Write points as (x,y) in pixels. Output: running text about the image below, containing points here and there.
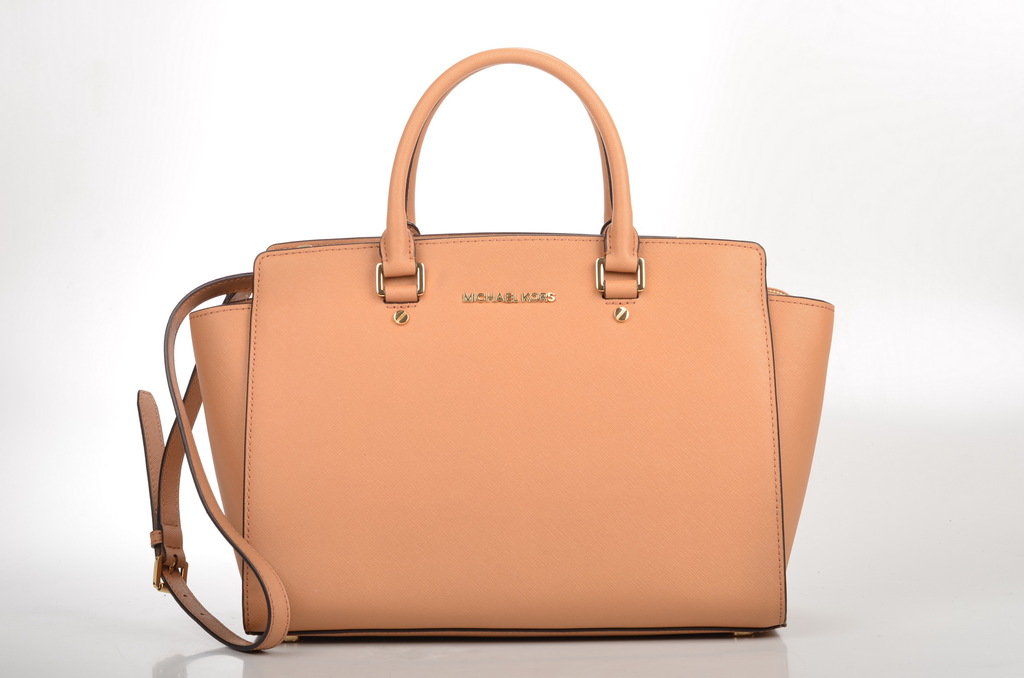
In this image i can see a orange bag (498,410) and the white background (825,120).
